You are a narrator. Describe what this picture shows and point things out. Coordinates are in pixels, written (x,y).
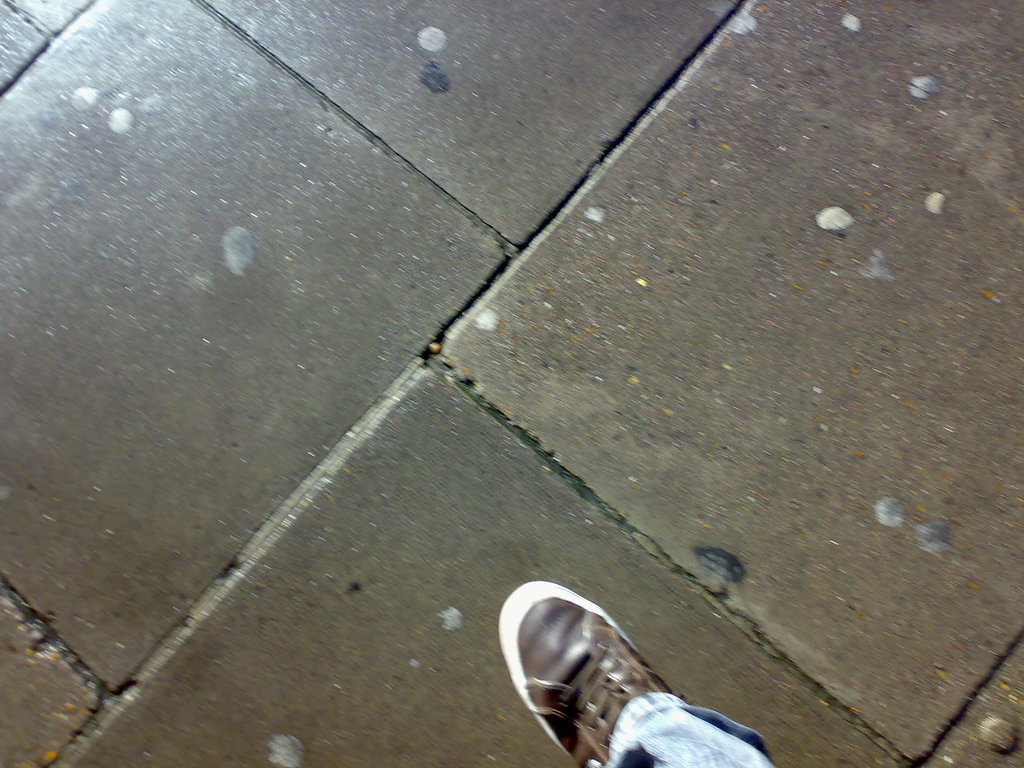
In this picture we can see a shoe (632,693) on the floor (428,307).
